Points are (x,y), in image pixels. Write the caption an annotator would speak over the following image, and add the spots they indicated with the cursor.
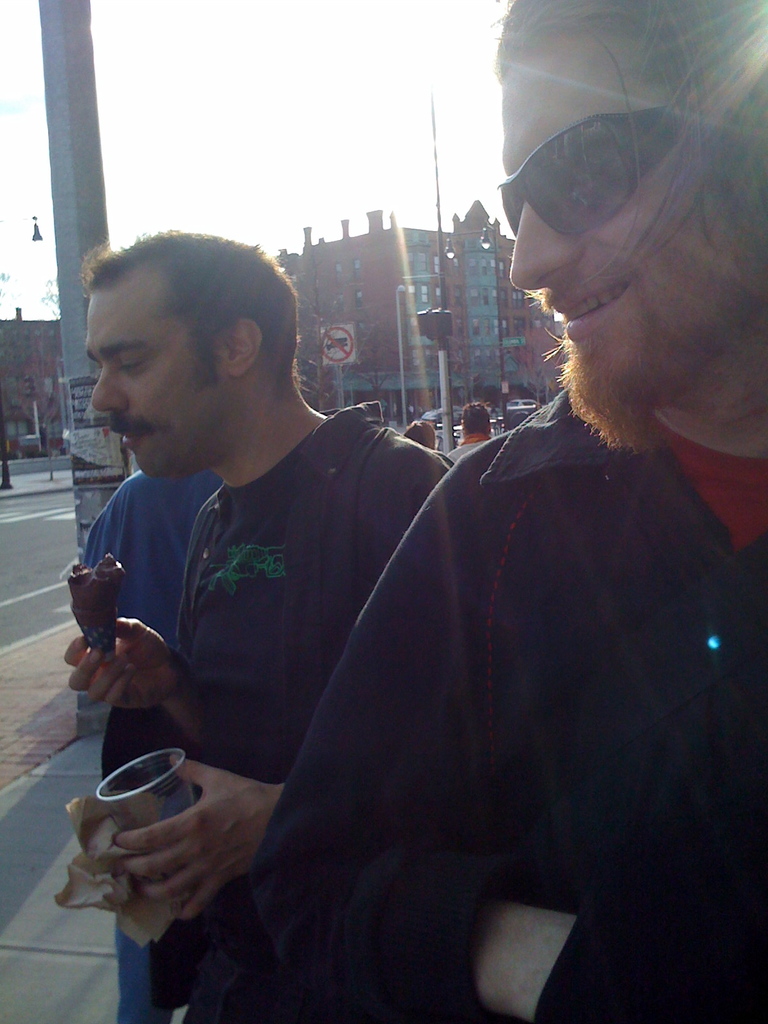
There are two men (440,560) standing. This looks like a pole (72,419). These are the buildings (333,254). I can see a sign board (349,333) attached to the pole (339,371). This man (127,659) is holding a food (106,645) and a glass (170,756).
